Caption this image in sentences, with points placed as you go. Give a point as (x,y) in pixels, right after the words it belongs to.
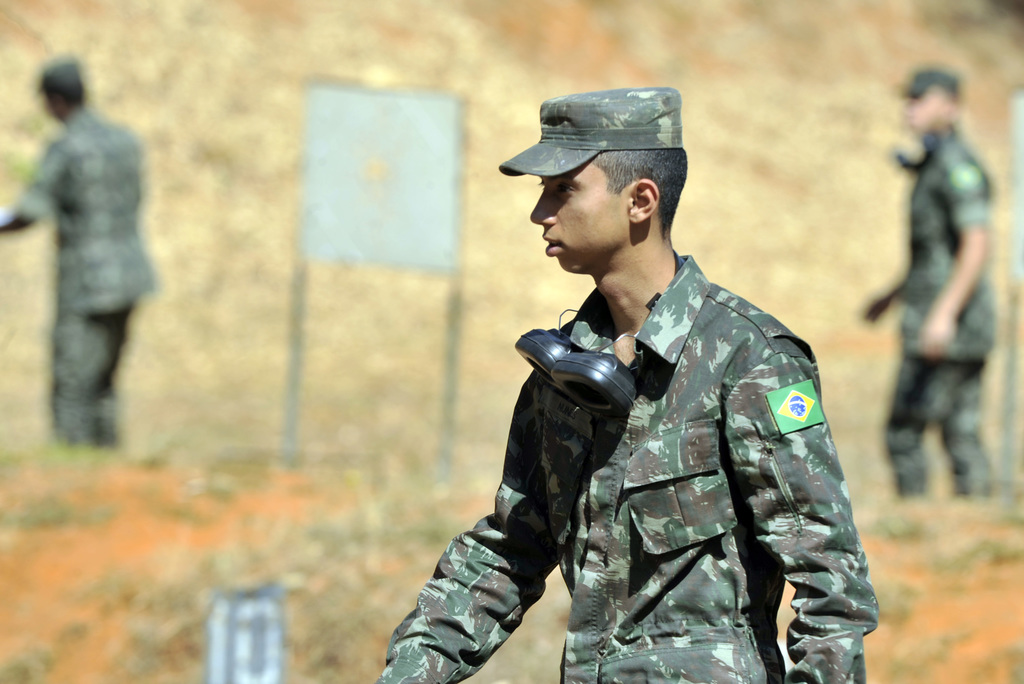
As we can see in the image there are three people (584,338) wearing army dress (45,202) and there is a sign board (364,188) over here. The image is little blurry.
